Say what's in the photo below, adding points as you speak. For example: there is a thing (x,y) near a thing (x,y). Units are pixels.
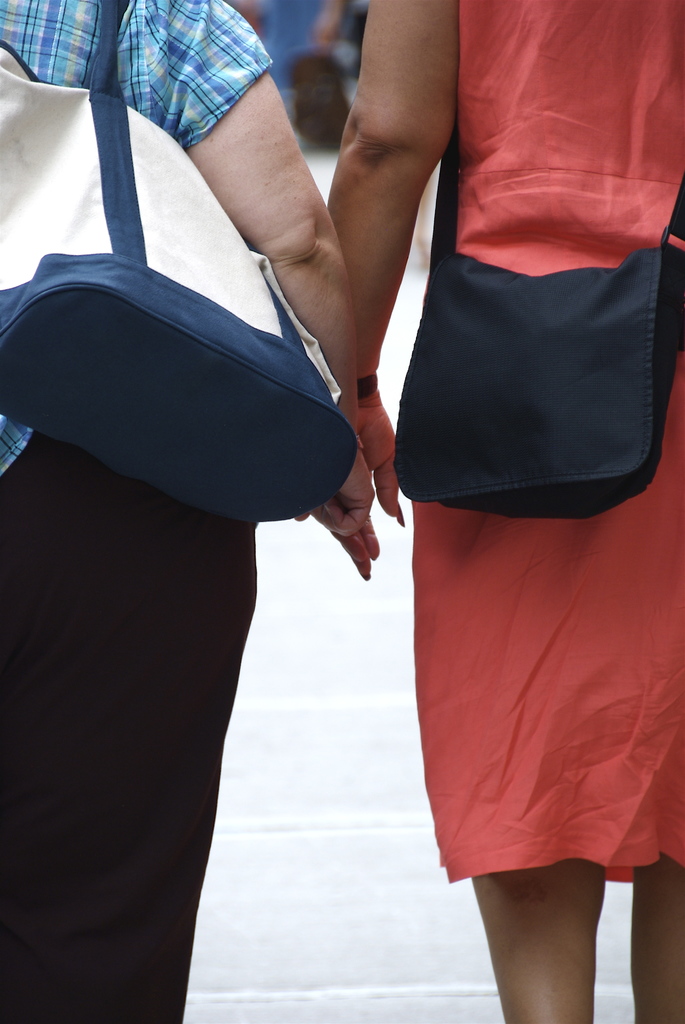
This picture shows couple of woman (388,310) standing. They wore handbags (569,361).
